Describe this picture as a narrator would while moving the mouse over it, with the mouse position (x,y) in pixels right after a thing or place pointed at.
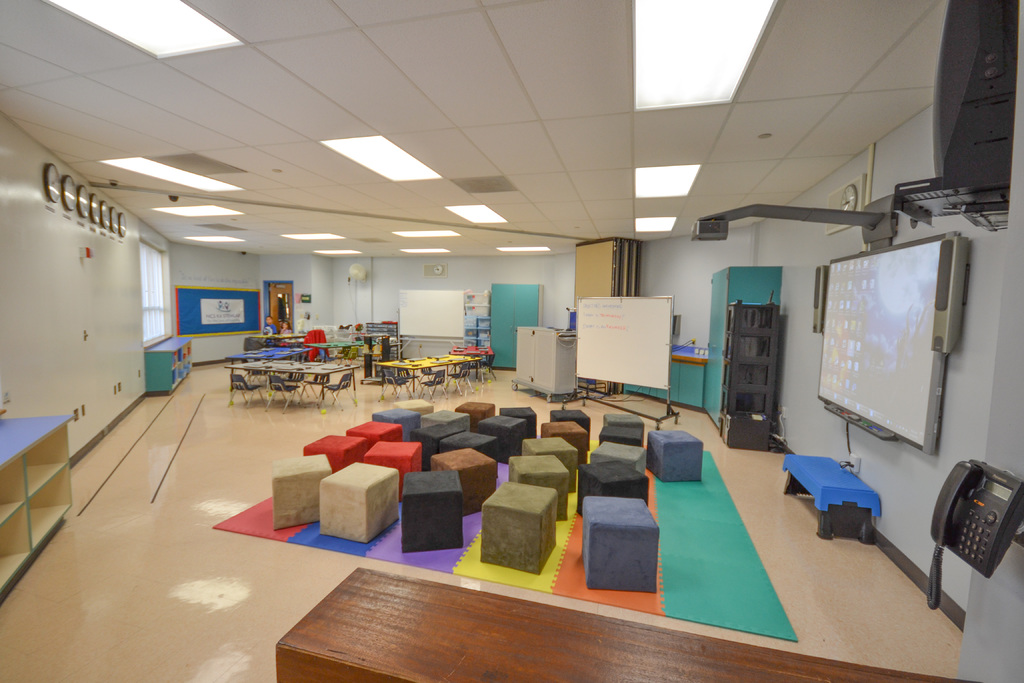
In the picture I can see the screen (867,292) on the wall (970,320) on the right side (949,297) and there is a projector arrangement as well. There is a telephone (1010,485) on the bottom right side of the picture (1009,498). I can see the carpet (660,522) on the floor (362,557), on the carpet (528,581) I can see the square structure sofas (631,444). I can see the tables (263,366) and chairs (441,383) on the floor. I can see a white board stand (621,348) on the floor (643,403). I can see the clocks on the wall (20,189) on the top left side (45,196). There are wooden drawers (17,544) on the floor (71,529). There is a lighting arrangement (643,193) on the roof (776,192).
